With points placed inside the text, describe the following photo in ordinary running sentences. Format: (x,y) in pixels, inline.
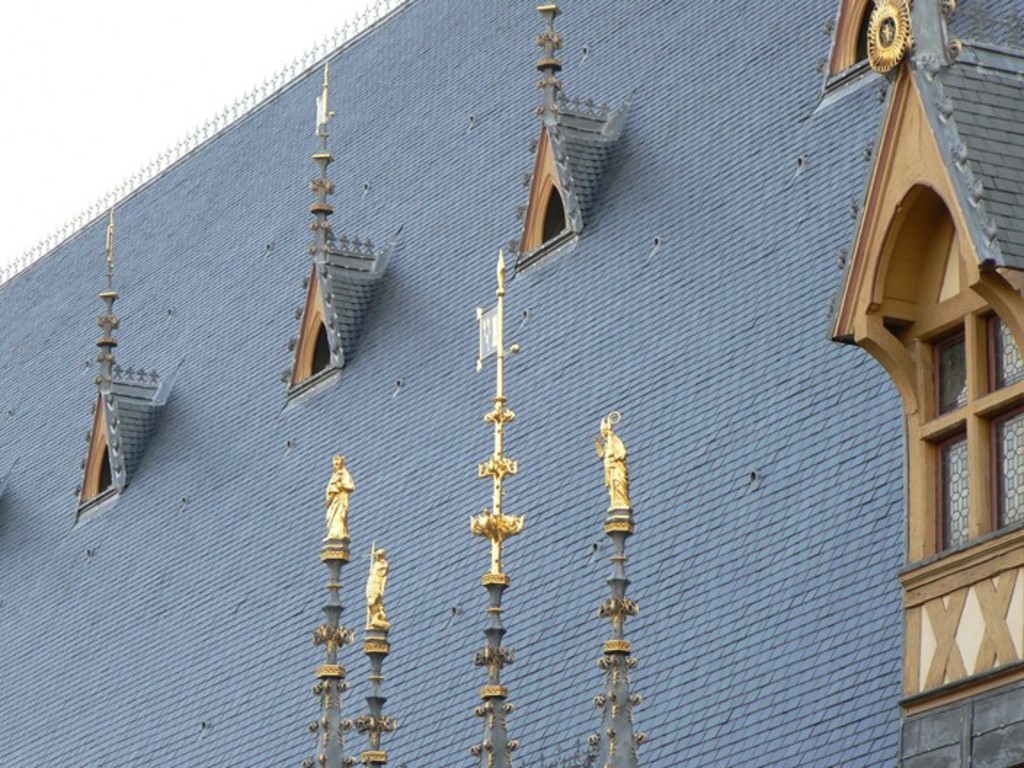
In this image there is a roof (436,349) of a building (498,336). To the roof (772,196) there are ventilators (152,381) and glass windows (955,470). There are small sculptures (336,521) on the building (167,218). In the top left (74,89) there is the sky (109,112).
